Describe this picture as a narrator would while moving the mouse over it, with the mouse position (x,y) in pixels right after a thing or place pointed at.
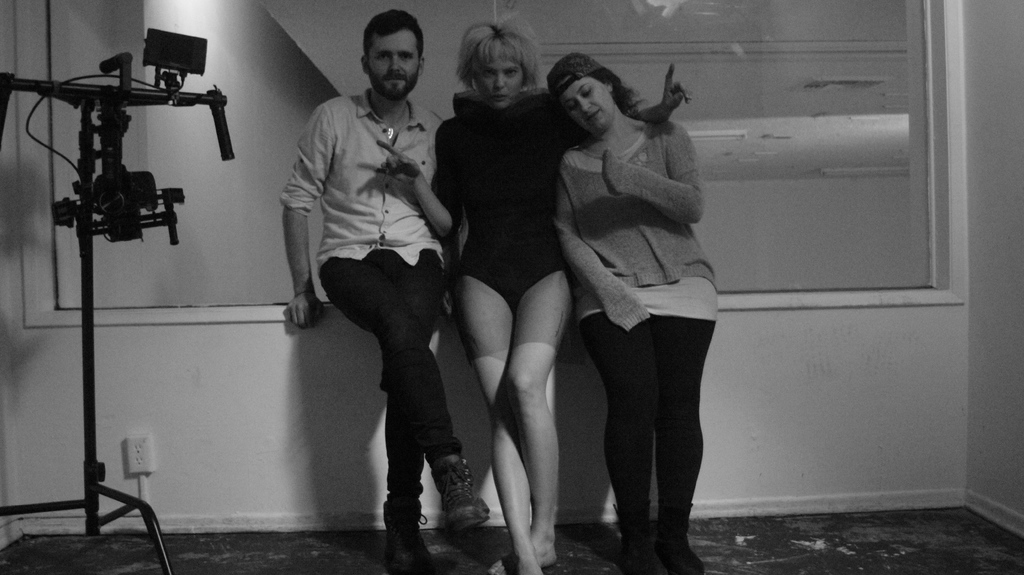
This is a black and white image. In the center of the image (533,262) we can see persons (610,336) on the floor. In the background (291,108) there is wall (70,451).
